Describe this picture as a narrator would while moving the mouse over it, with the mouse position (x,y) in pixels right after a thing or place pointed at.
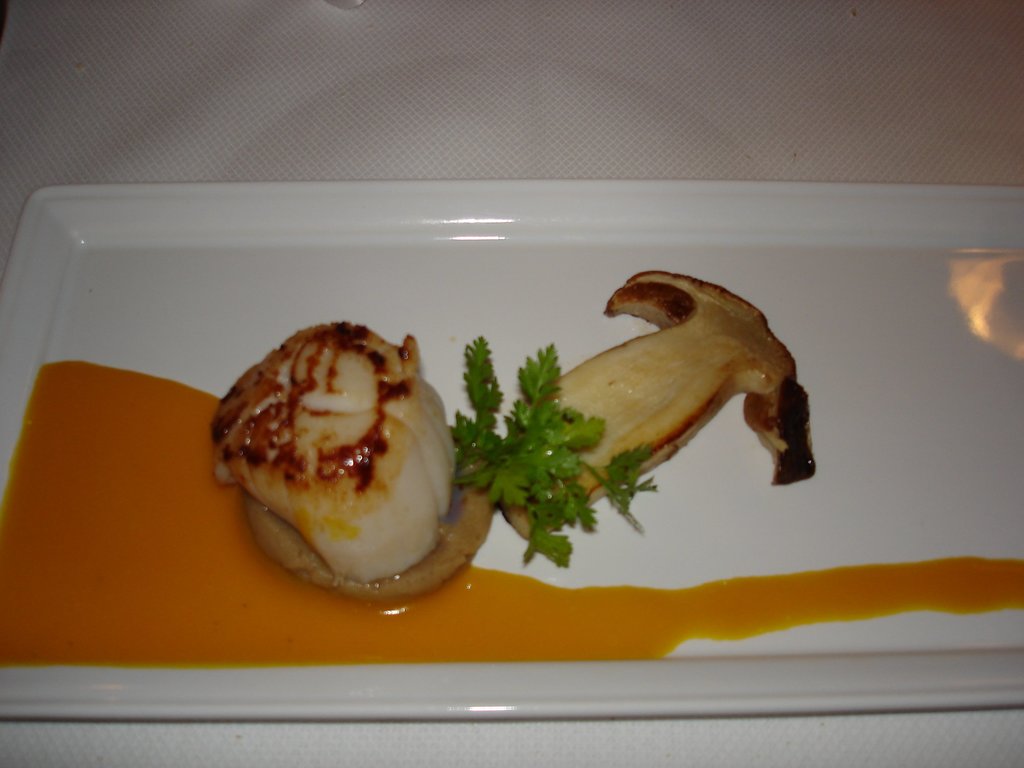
In this image we can see food items (533,370) in a plate (21,311). At the bottom of the image (811,744) there is tissue (525,108).
